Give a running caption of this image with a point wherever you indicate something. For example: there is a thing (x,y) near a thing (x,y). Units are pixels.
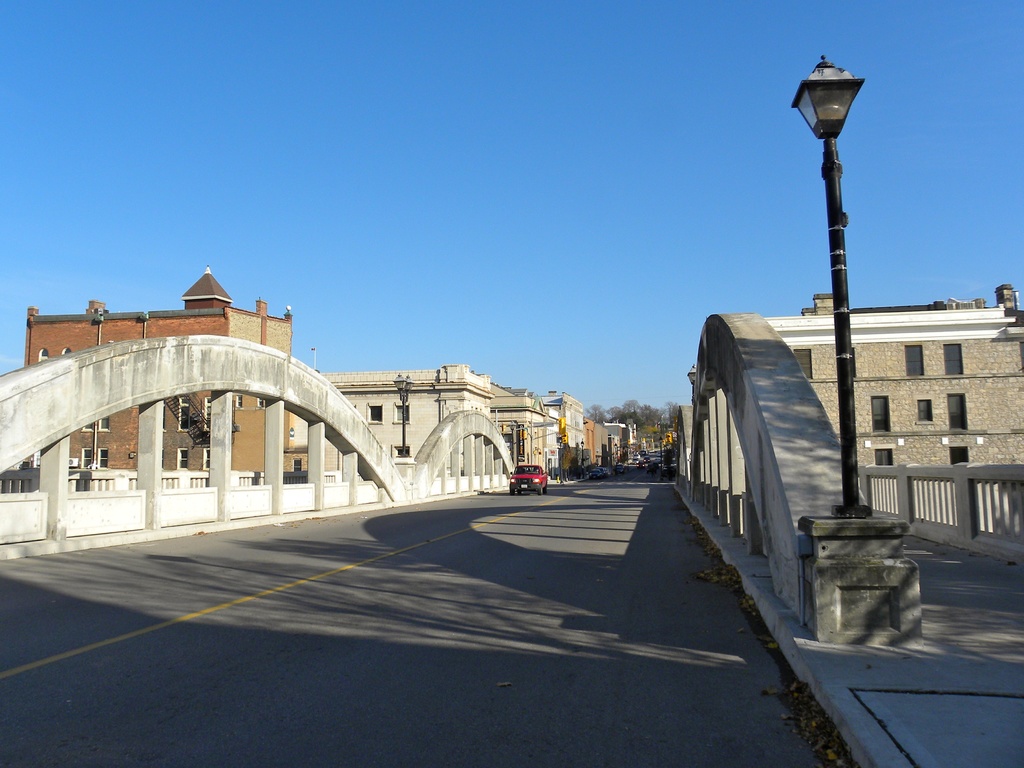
In this image we can see buildings (121,447), motor vehicles (657,456) on the road (428,648), staircases (204,435), railings (885,479), street poles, street lights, trees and sky (659,346).
